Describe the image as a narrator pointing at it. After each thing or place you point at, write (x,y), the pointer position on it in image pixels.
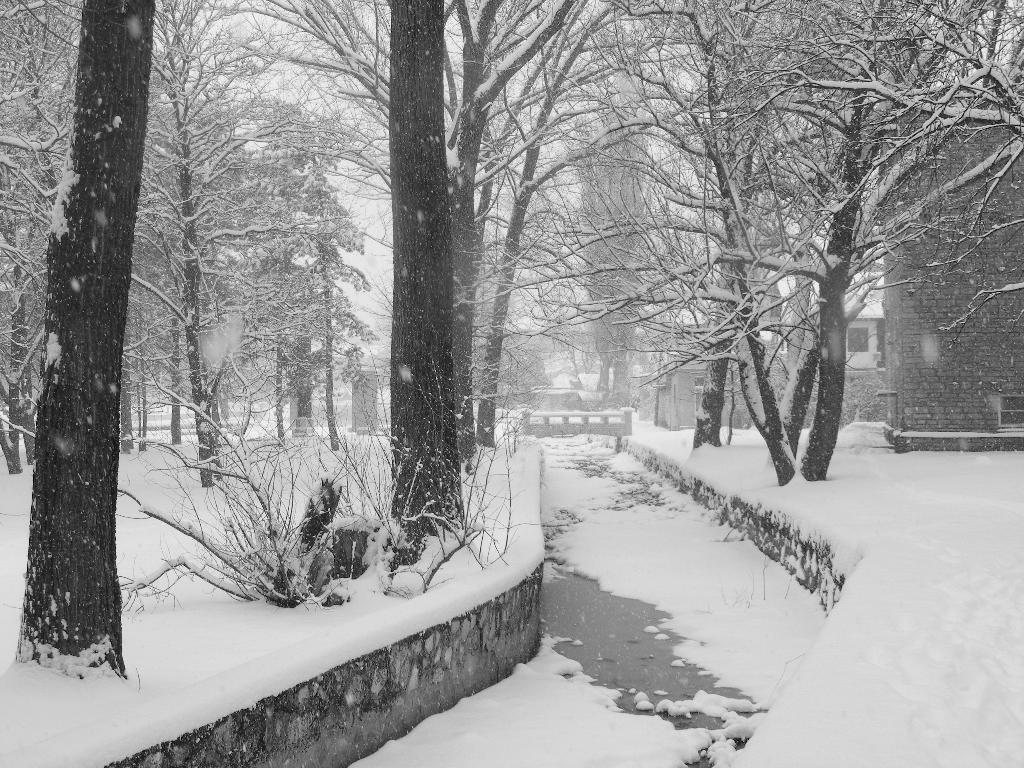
This picture shows few buildings (859,370) and trees (448,376) and we see snow (733,588) around.
